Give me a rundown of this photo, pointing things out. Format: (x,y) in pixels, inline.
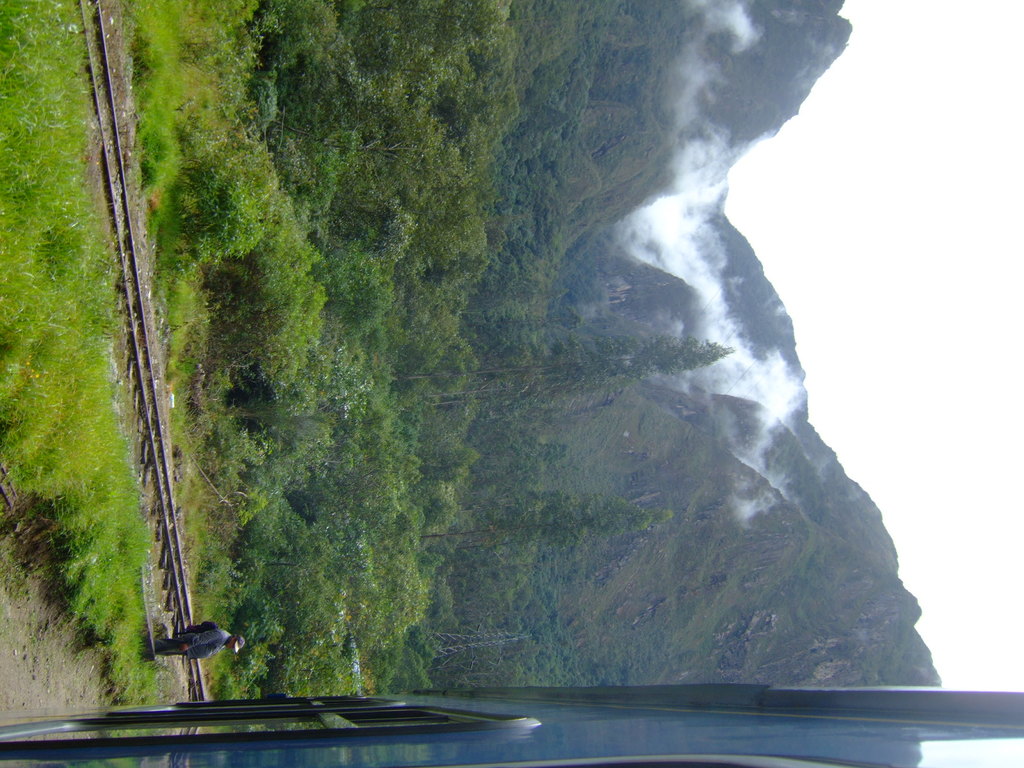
In this image we can see the train (325,722) and the railway tracks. And we can see a person (192,650) standing. And we can see the grass (97,495) and trees (357,329). And we can see the hill (817,503) and the mist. And we can see the sky (975,322).
